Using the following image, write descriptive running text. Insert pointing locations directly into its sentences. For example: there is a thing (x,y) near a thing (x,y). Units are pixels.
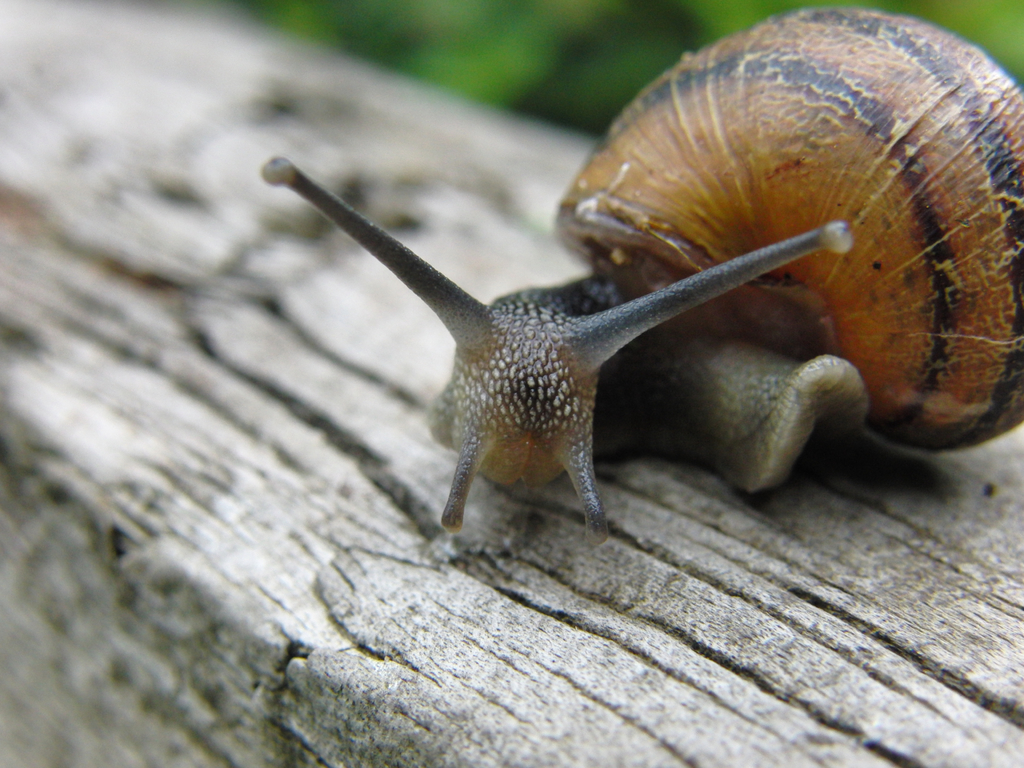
In the center of the image (672,282) there is a snail (604,258) on the wood (439,504).
